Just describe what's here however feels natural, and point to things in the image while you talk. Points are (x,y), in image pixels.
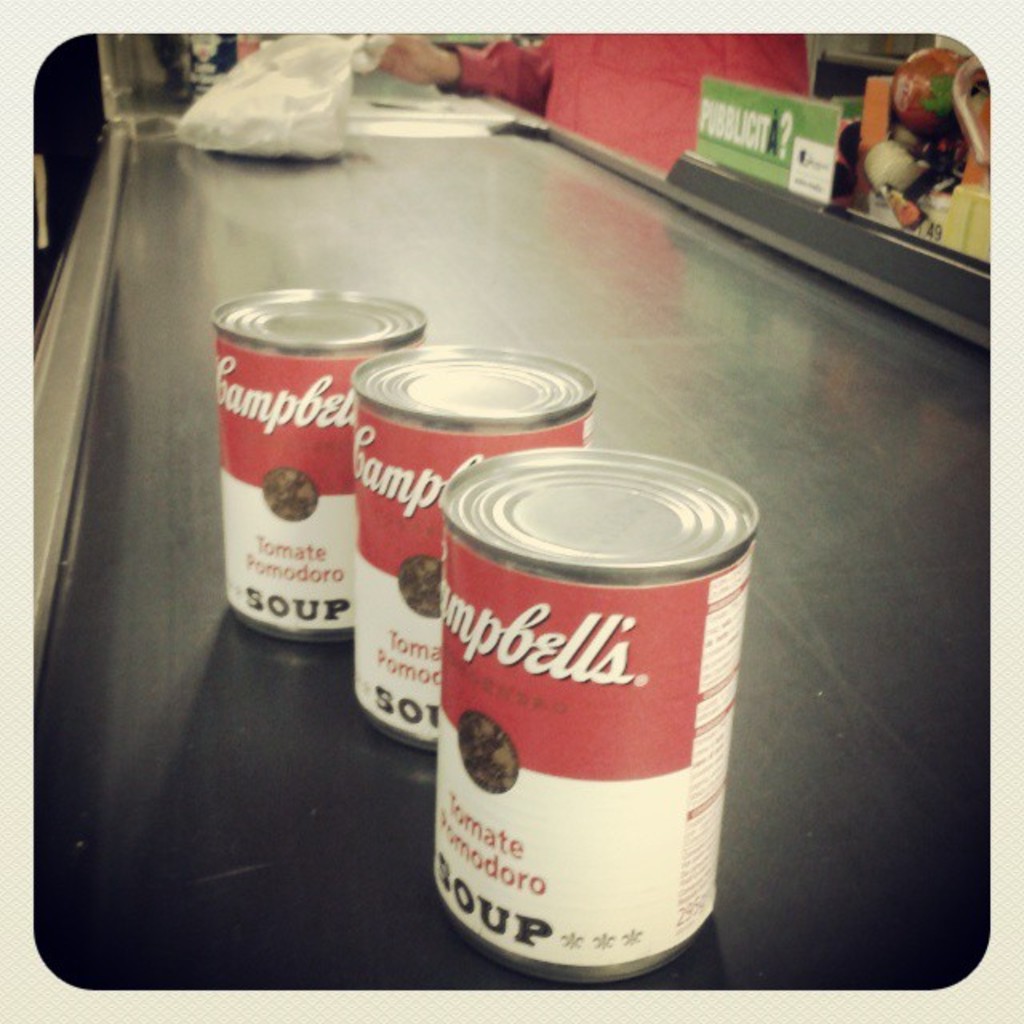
In this image we can see tins (584,479) and a plastic bag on the table (414,176), there we can see a person's hand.
